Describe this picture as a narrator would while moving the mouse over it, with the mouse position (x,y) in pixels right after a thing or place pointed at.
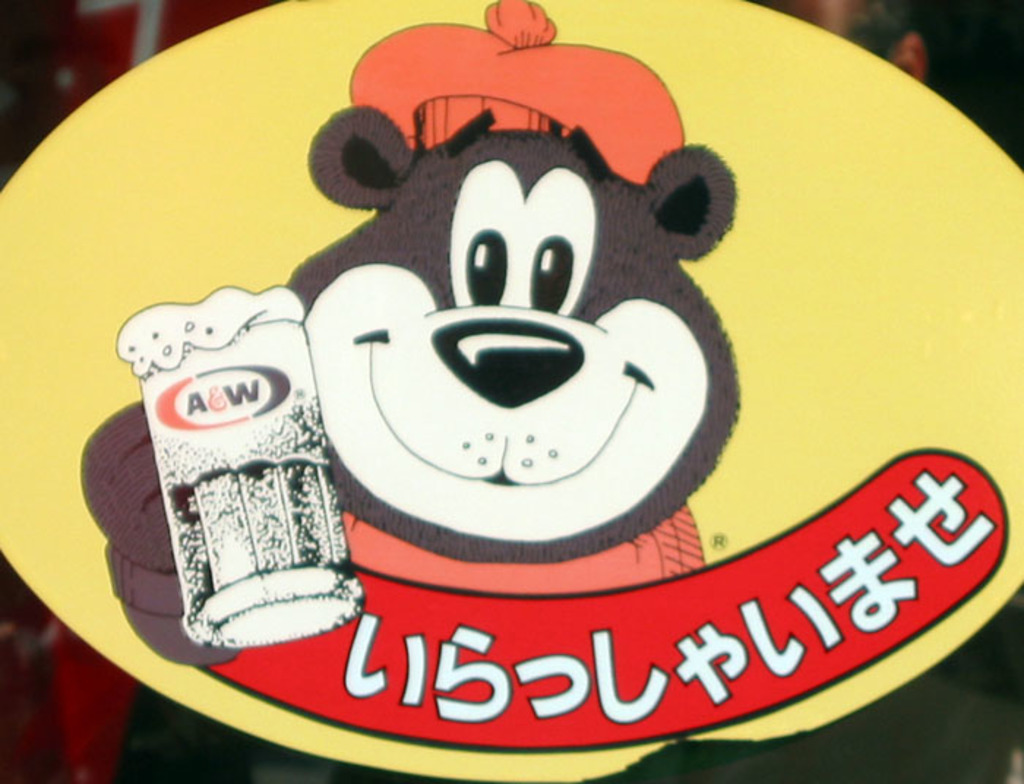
In this picture, there is a board (535,562). On the board (489,519), there is a bear cartoon (342,396) holding a glass (249,466). Below it, there is a text (646,688).
